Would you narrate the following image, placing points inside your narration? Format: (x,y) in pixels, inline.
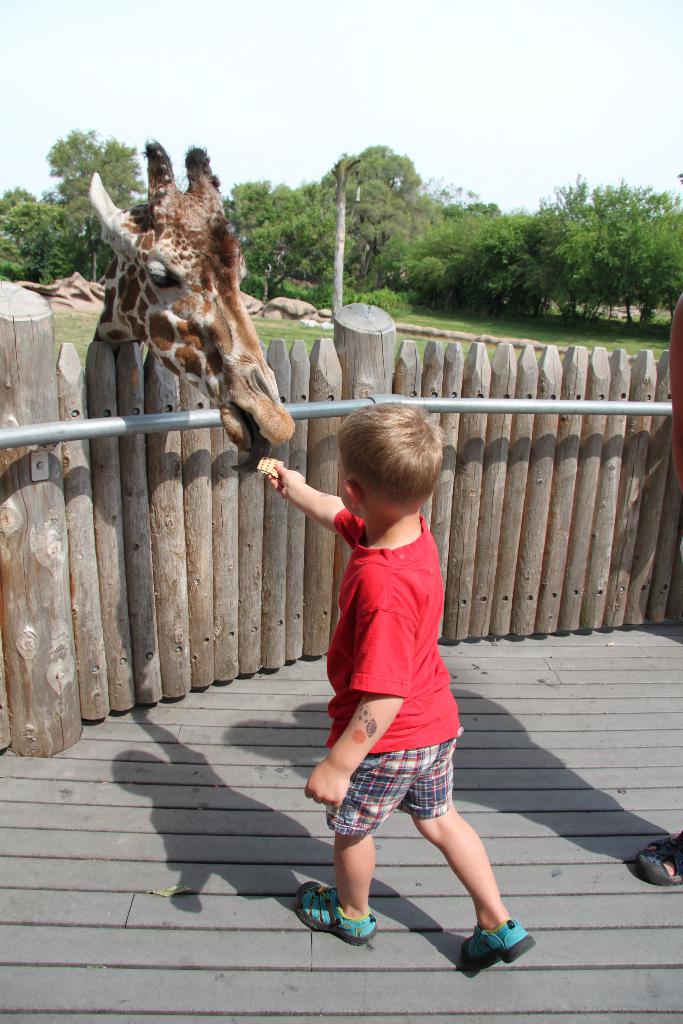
This is a giraffe (253,371). I can see a boy (336,632) standing and holding a biscuit (273,472) in his hand (299,482). He wore a red T-shirt (391,683), shorts (389,789) and shoes (326,909). This looks like a wooden fence (218,542). These are the trees (405,212) and rocks (275,298). On the right side of the image (668,872), I can see a person's foot (649,875) with a shoe (673,860).
